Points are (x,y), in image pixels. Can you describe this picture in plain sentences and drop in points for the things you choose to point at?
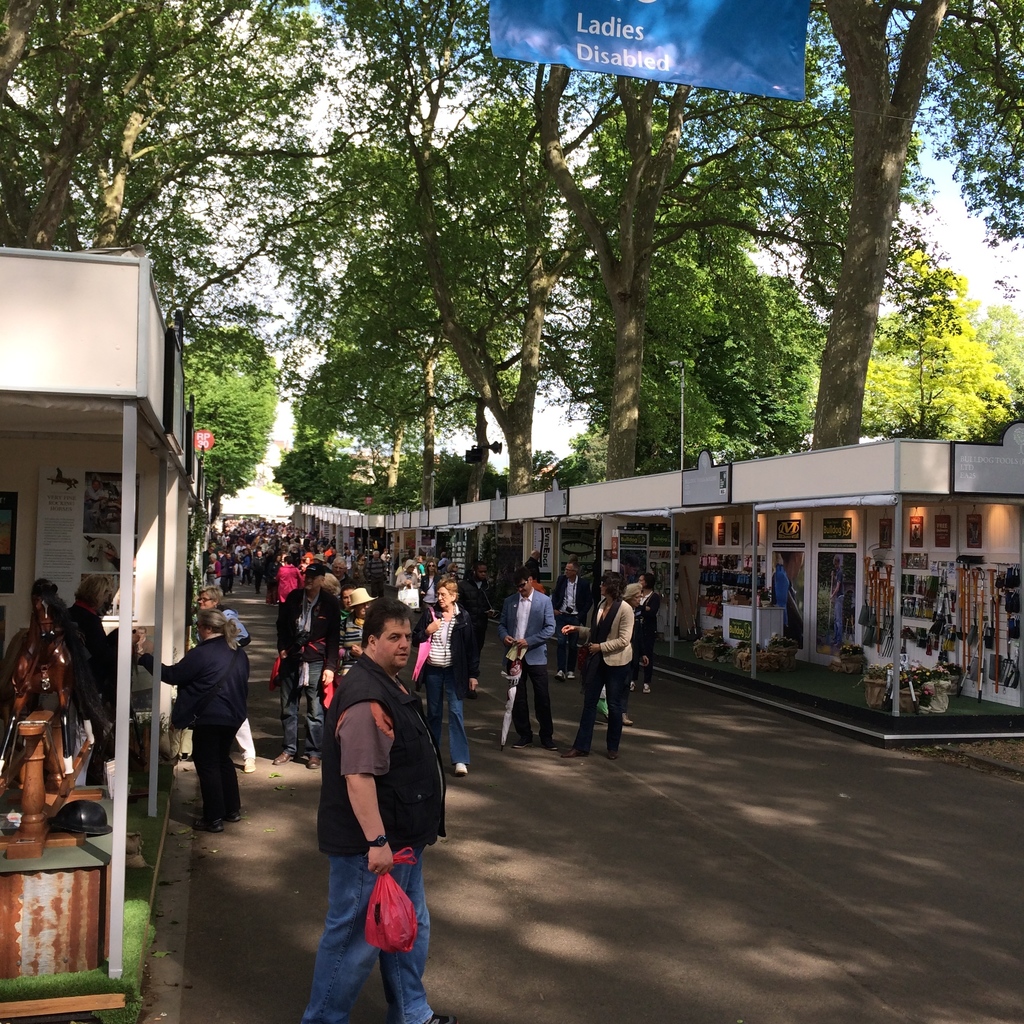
In this picture we can see some people (391,634) standing, on the right side (792,612) and left side there are some stores (912,625), we can see a helmet (71,819) here, in the background (581,211) there are some trees (581,211), we can see a board (688,50) here, there is the sky (320,21) at the top of the picture (335,69), this man (395,683) is holding something.
